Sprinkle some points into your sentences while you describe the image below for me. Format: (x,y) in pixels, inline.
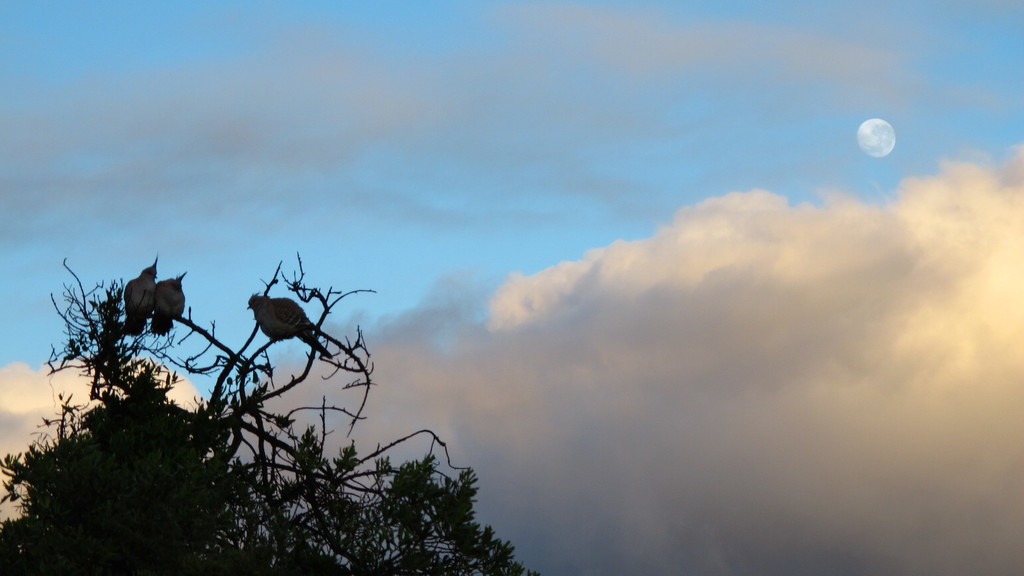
In this image there is a tree (184,515) on the left side (180,495) bottom. On the tree (256,494) there are three birds (274,320). At the top (596,133) there is a sky (629,274) with the clouds (729,327). On the right side (882,133) top there is a moon (879,145).
